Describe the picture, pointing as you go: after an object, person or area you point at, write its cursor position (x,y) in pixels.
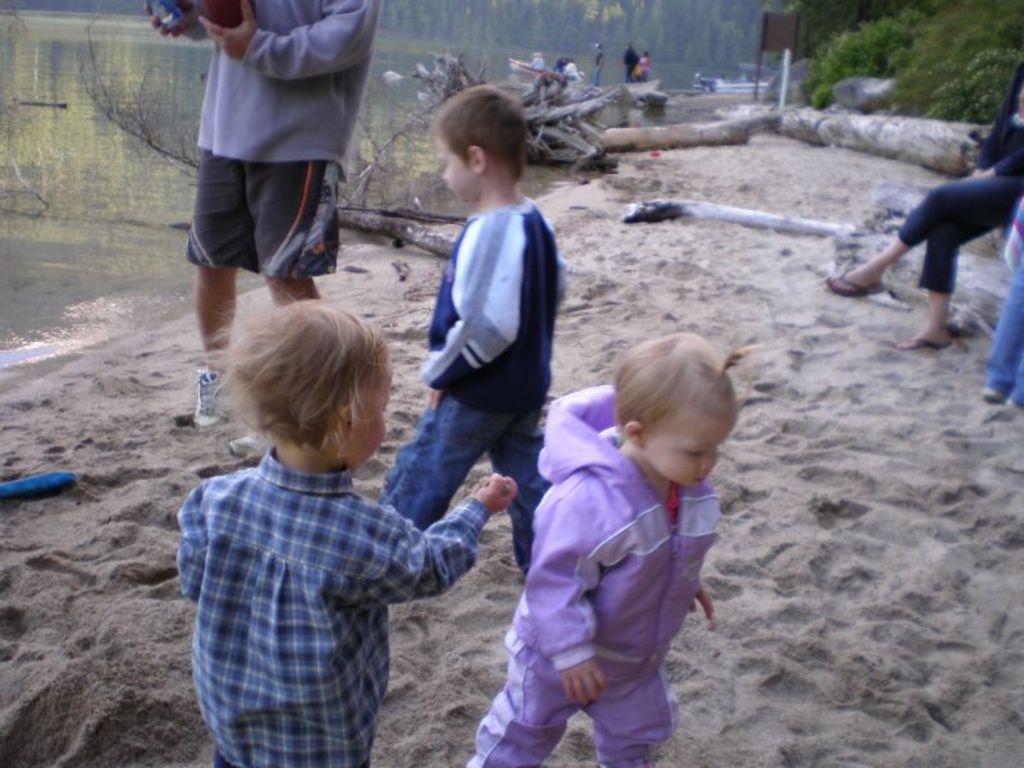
In this image, I can see a person (255,211) and three kids (373,536) standing. This is the sand (436,603). On the right side of the image (933,237), I can see a person (1005,163) sitting and a person (1022,301) standing. These are the tree trunks (739,138) and branches (582,116). On the left side of the image (115,227), I think this is a lake (170,115) with the water (45,47). These are the trees (878,67). This looks like a board (793,39), which is attached to the poles (783,87). I think this is a boat (753,82).
